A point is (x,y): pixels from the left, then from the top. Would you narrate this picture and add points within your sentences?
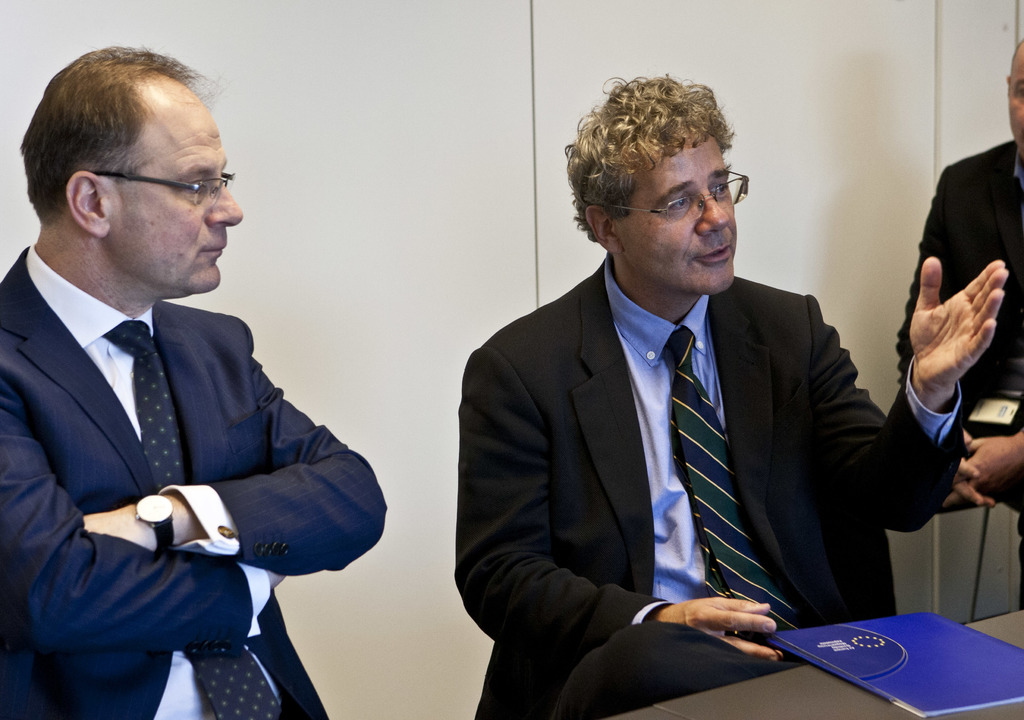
In this image we can see persons (642,466) sitting on the chairs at the table (783,694). On the table (830,698) we can see book (856,680). In the background (643,41) there is wall (362,60).
